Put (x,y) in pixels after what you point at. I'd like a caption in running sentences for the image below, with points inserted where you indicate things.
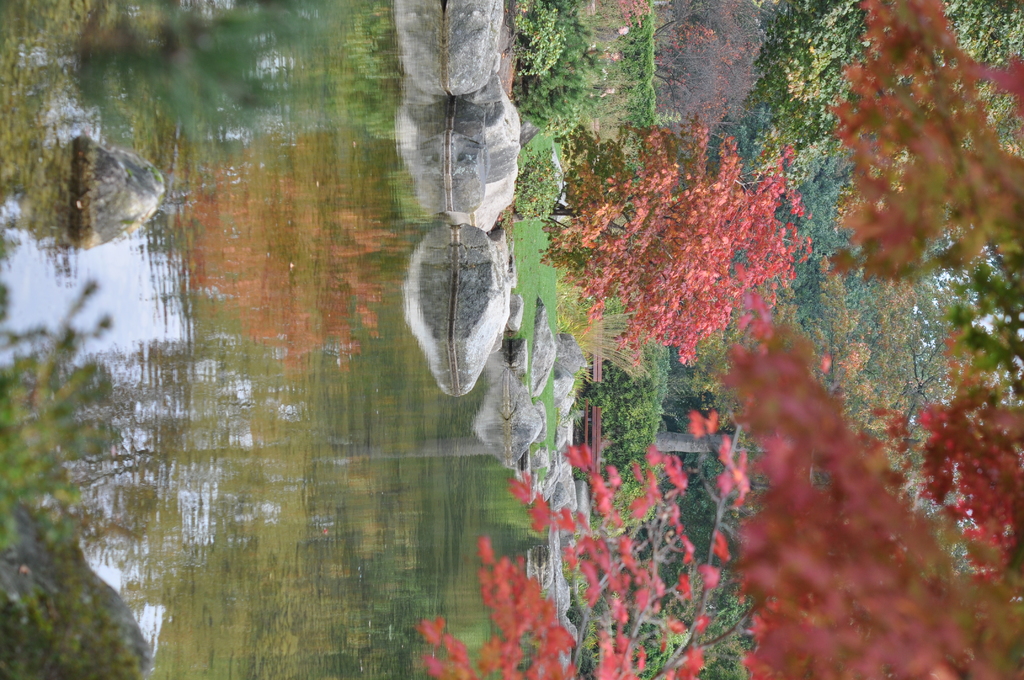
This image consists of water (226,461). In the middle (564,398), there are rocks (564,400) and plants (706,220). The leaves (706,332) are in red and green color. In the background (847,338), there are trees (760,249).
